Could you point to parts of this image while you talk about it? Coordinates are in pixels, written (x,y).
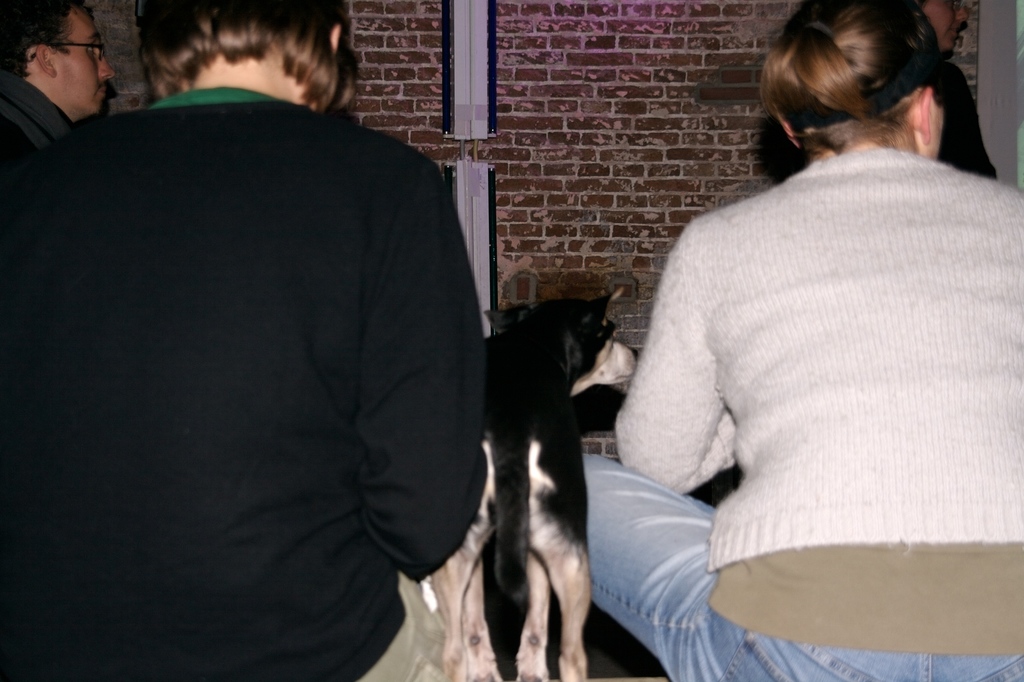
In the picture we can see two women (1020,535) are sitting and in between them we can see a dog (510,392) is standing and beside the women (415,328) we can see a face (63,87) of the man (61,60) and in the background (378,124) we can see the wall (457,160) with bricks (401,132).
